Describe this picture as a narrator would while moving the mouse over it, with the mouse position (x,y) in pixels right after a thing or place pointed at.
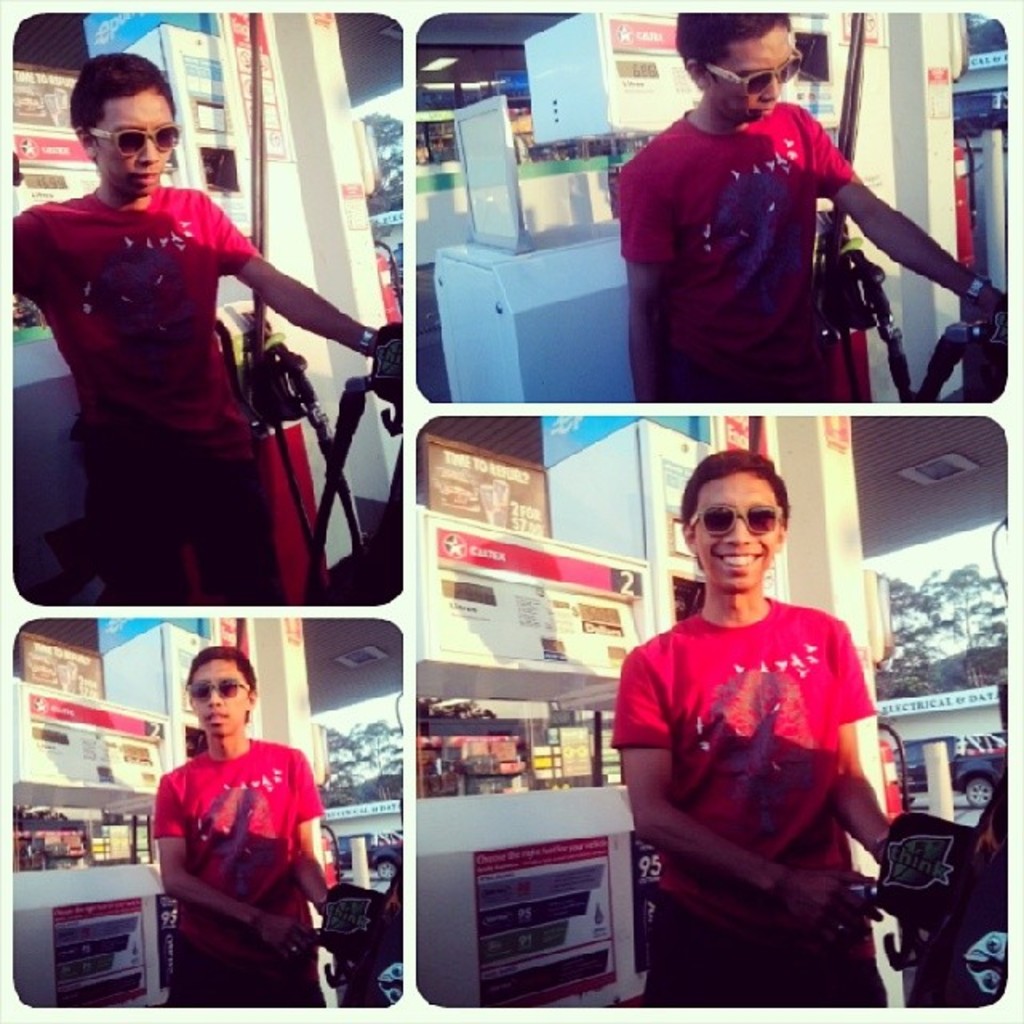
This is the collage image of a person (223,591) wearing red color T-shirt (780,619), goggles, watch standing near the gas filling station (494,501).
